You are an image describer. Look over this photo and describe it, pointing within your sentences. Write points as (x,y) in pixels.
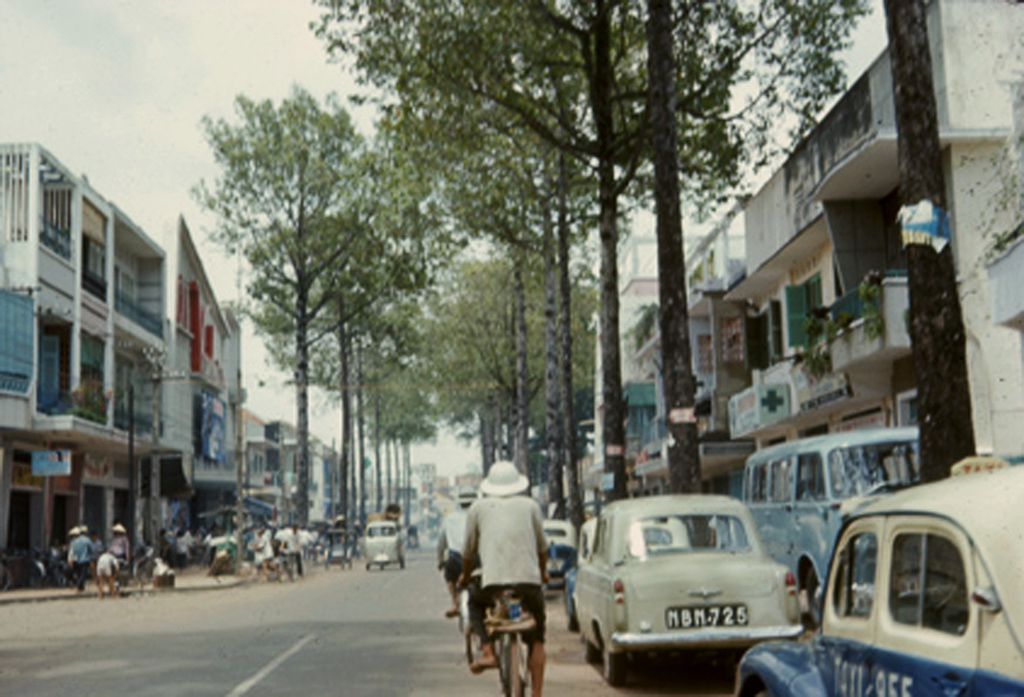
There is a group of people (538,518). Some persons (538,518) are riding on a bicycle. Some persons (122,545) are walking. We can see in background (328,238) tree (338,242), buildings (67,209) and sky (259,350).
